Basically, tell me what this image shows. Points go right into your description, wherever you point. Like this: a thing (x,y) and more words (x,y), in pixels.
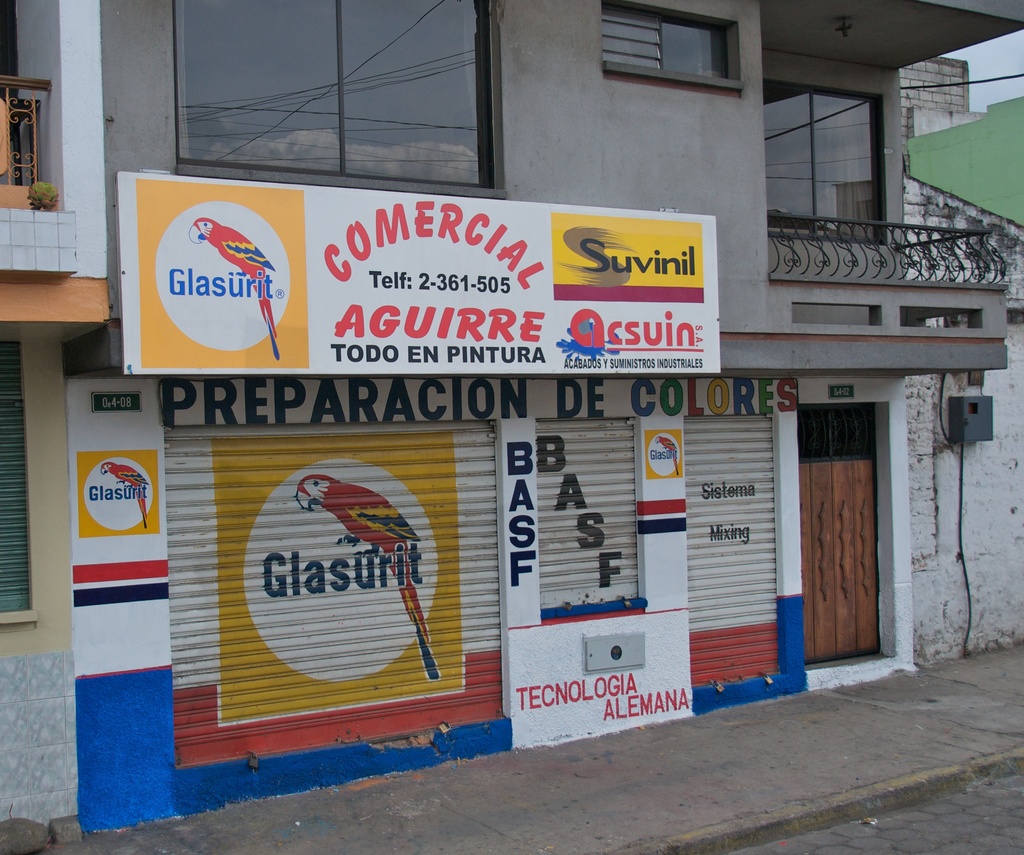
In this picture I can see there is a building (363,539) and it has a parrot picture (352,528) on the shutters (389,695) and there is a name board (265,294) of blue, white and yellow colors.
